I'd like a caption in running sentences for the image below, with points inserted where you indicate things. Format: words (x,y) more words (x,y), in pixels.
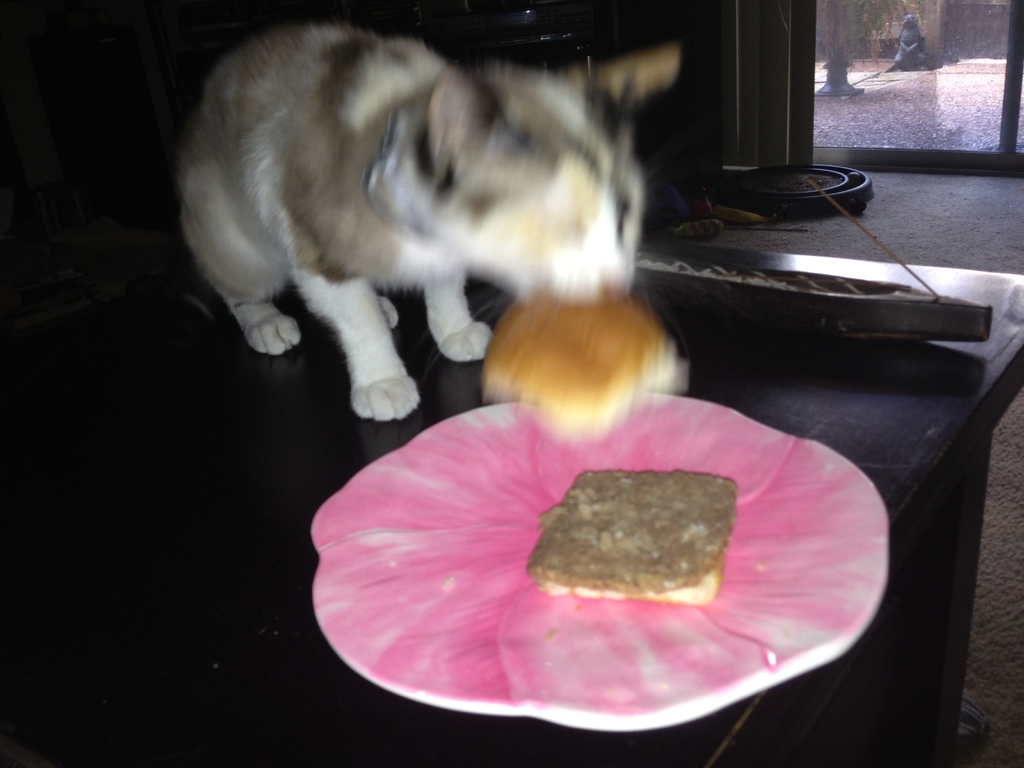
There is a cat (372,157) holding a bread (574,330) in her mouth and there is a pink plate (573,606) in front of it and there is a glass door (943,70) in the right corner (940,43).
